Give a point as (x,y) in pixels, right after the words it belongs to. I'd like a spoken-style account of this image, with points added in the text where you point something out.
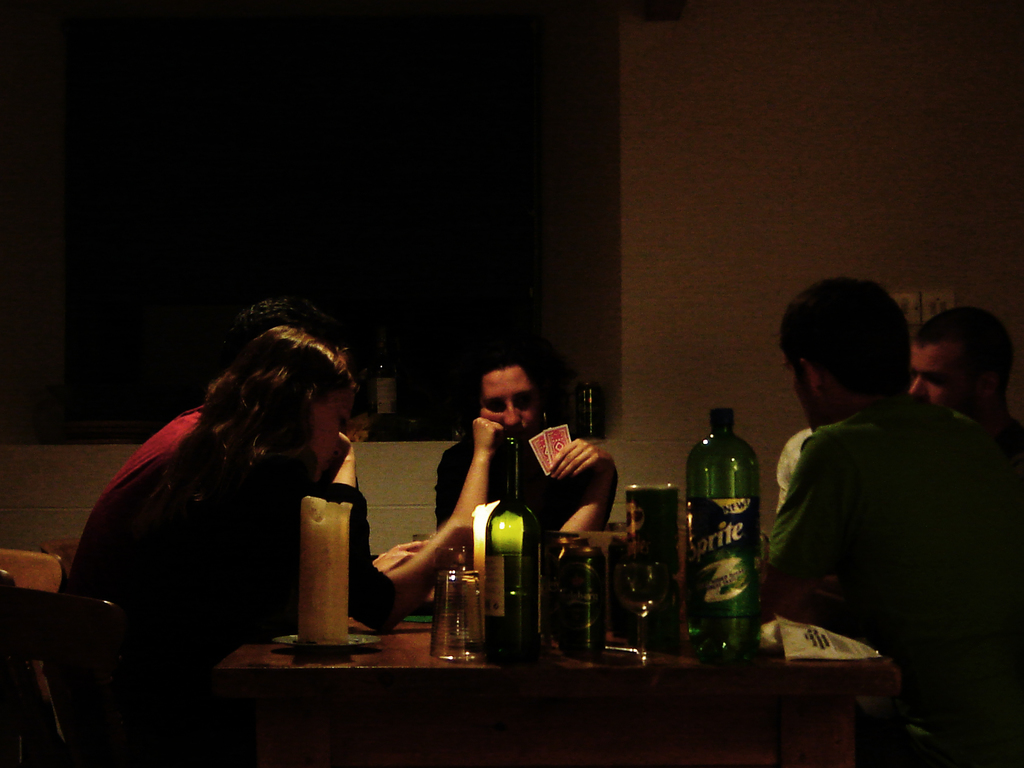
There are group of people (951,470) in this image sitting on the chair (99,599). The person (539,483) in the center (540,458) is holding card (544,459) in his hand (557,464). On the table (430,640) there are bottle glass (516,570). In the background (726,211) there is a wall (735,152).
